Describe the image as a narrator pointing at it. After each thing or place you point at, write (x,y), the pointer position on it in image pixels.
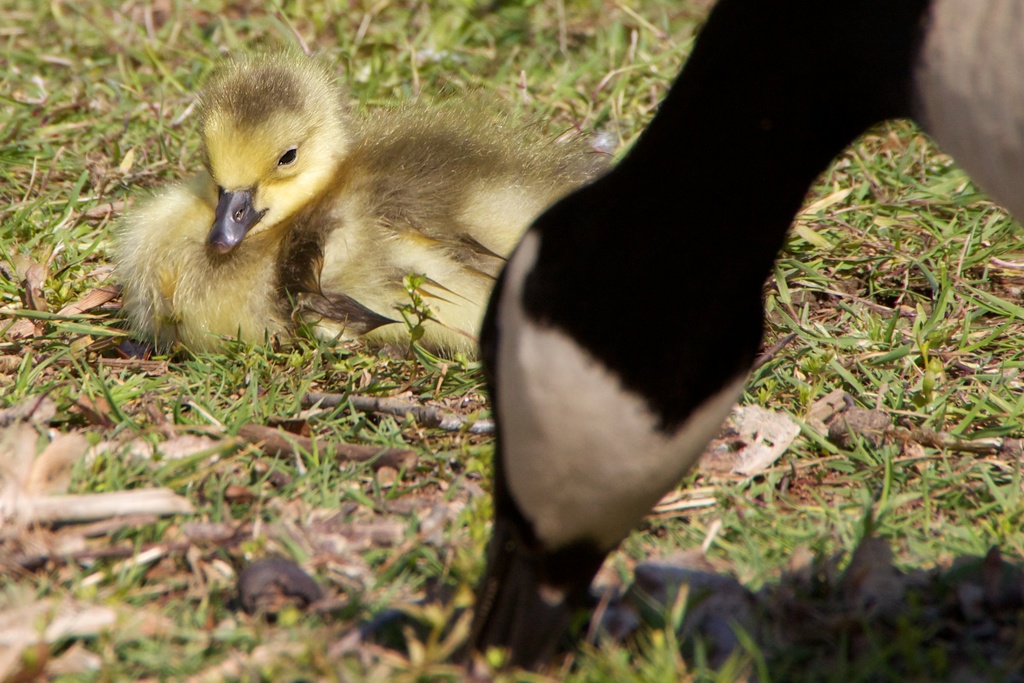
In the picture we can see a grass surface (366,551) with some twigs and a baby duck (425,295) sitting on it and near to it, we can see another duck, which is standing and eating something on the ground (839,309) the duck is some part white and some part is black in color.
